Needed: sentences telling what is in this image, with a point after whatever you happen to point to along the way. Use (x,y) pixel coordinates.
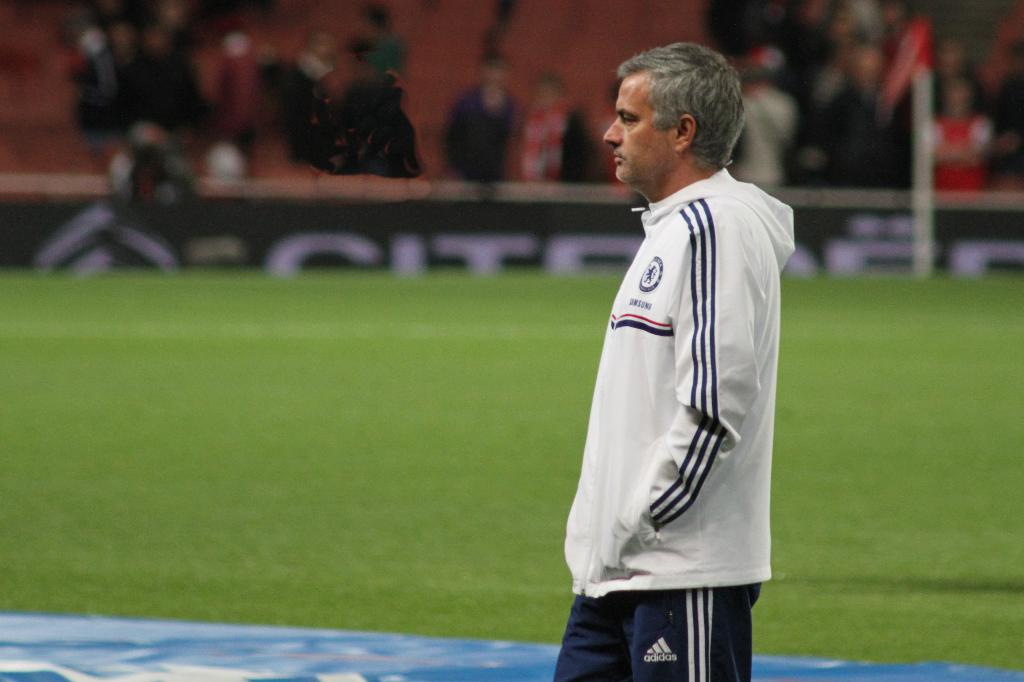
In this picture we can see a man (635,447) and in the background (532,509) we can see the grass (453,567), group of people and it is blurry.
